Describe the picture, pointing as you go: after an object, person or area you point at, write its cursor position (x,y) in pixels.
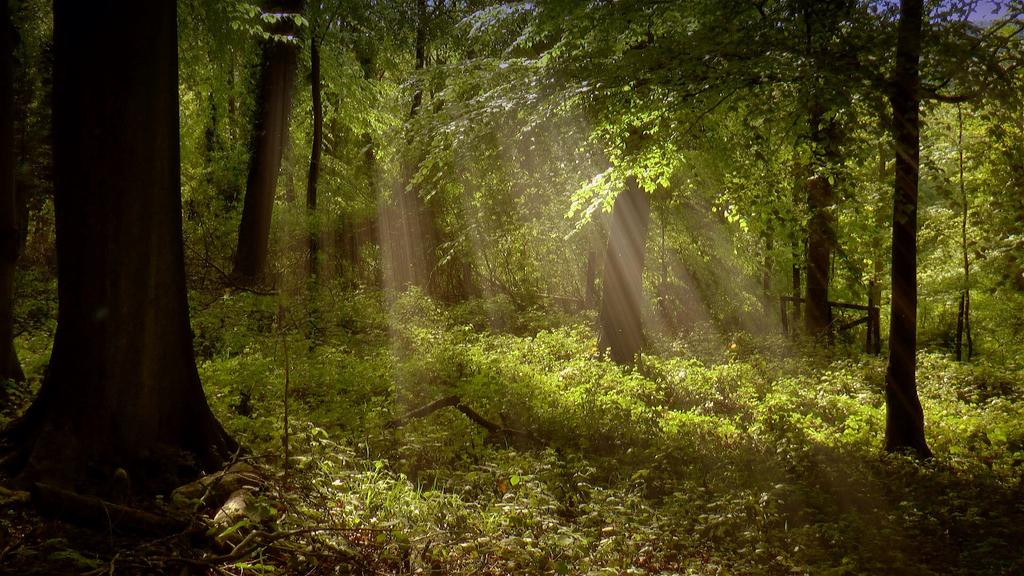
This picture is clicked outside. In the foreground (553,369) we can see the plants (421,479). In the background (866,183) we can see the trees (885,281) and some wooden objects (875,303).
